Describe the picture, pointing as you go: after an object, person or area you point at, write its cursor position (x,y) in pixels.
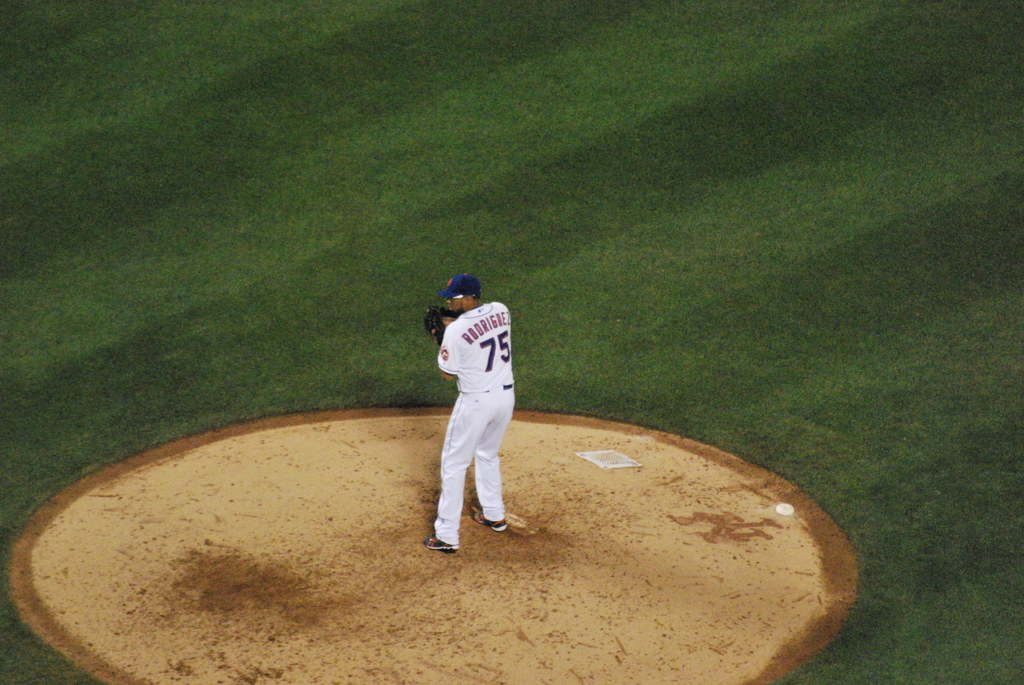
This picture shows a man (497,309) standing, He wore gloves (442,335) to his hands (430,336) and a cap (468,285) on his head (467,301) and we see grass (753,194) on the ground (277,65) and he wore a white color dress (482,416).
